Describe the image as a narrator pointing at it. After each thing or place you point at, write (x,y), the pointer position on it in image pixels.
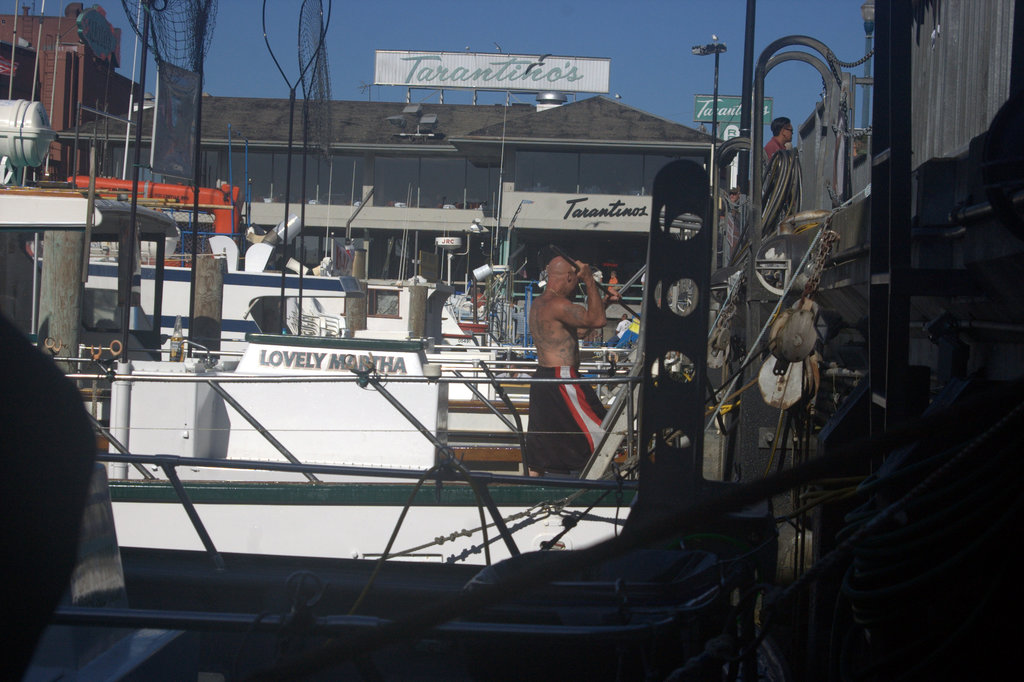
In the image there is a man (544,349) with no shirt walking in a boat (613,487), this seems to be shipyard (956,210), there are many boats (473,325) in the background (453,329) followed by a building (543,179) above it and above its sky (670,34).
